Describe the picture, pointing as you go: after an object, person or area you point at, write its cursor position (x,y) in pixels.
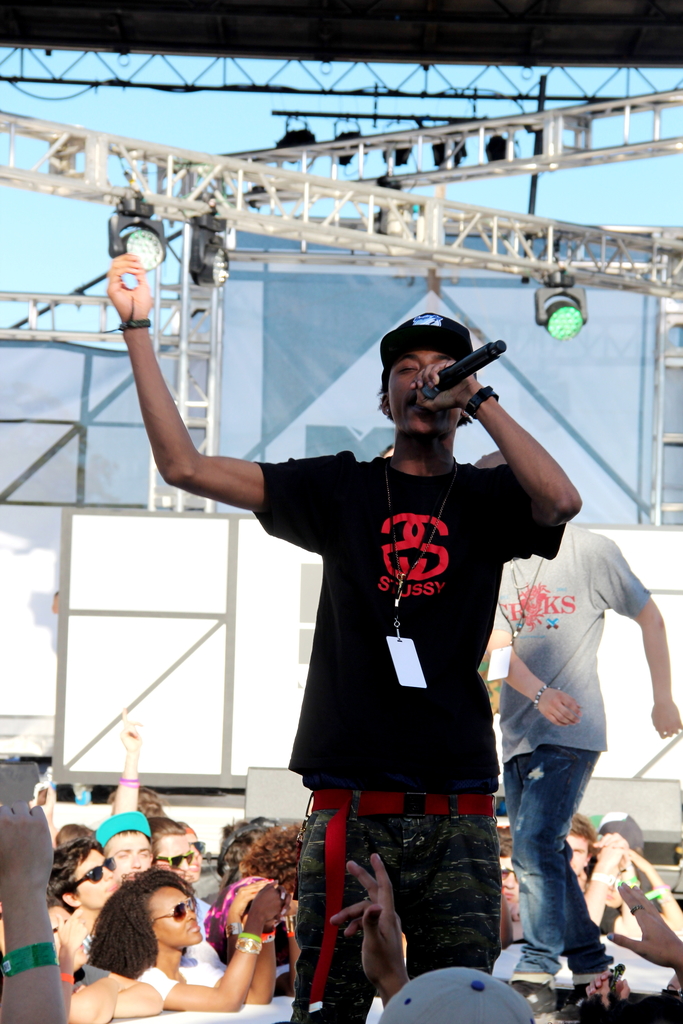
There is a person (448,323) in black color t-shirt (429,524), holding a mic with one hand (481,400) and standing on a stage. Around this stage (502,968), there are persons (268,948). In the background (568,683), there is a person (578,618) in gray color t-shirt (564,576) standing on the stage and there is blue sky (32,202).
